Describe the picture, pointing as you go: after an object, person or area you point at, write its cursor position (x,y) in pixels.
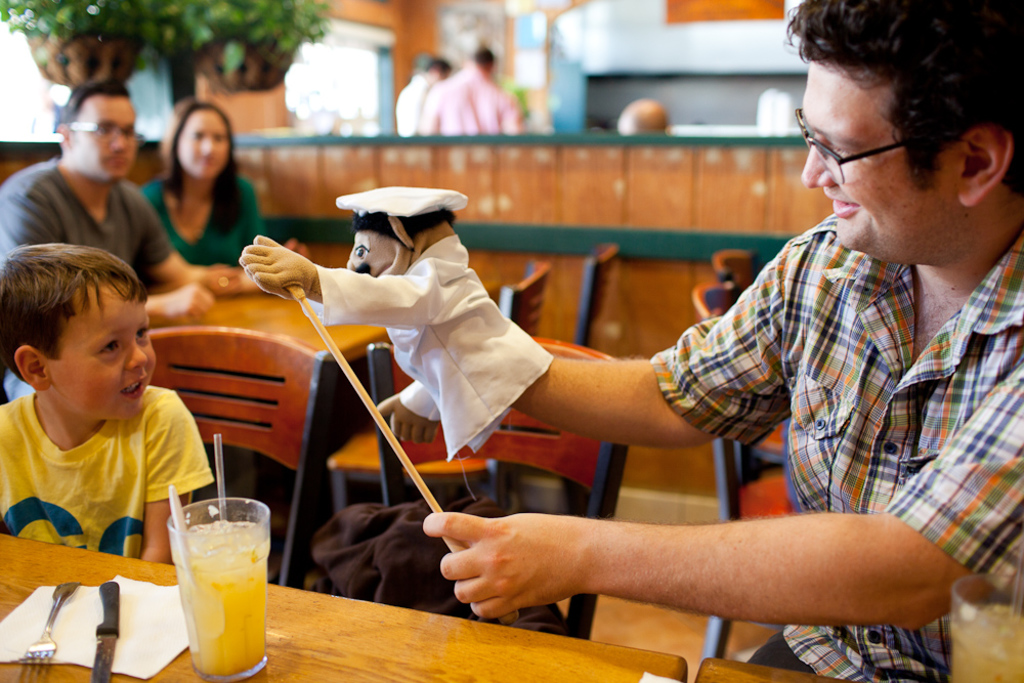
In the picture I can see a person (845,430) in the right corner (845,430) is wearing spectacles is holding a toy (466,285) in one of his hands (477,574) and a stick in his another hand (470,530) and there is a table (570,661) beside him which has two glasses (228,562) of drink (238,619) and some other objects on it and there is a kid (76,449) sitting in the left corner (76,463) and there are two persons (106,235) sitting behind the kid (90,249) and there are few plants (101,26) and two other persons (471,94) in the background (502,109).
